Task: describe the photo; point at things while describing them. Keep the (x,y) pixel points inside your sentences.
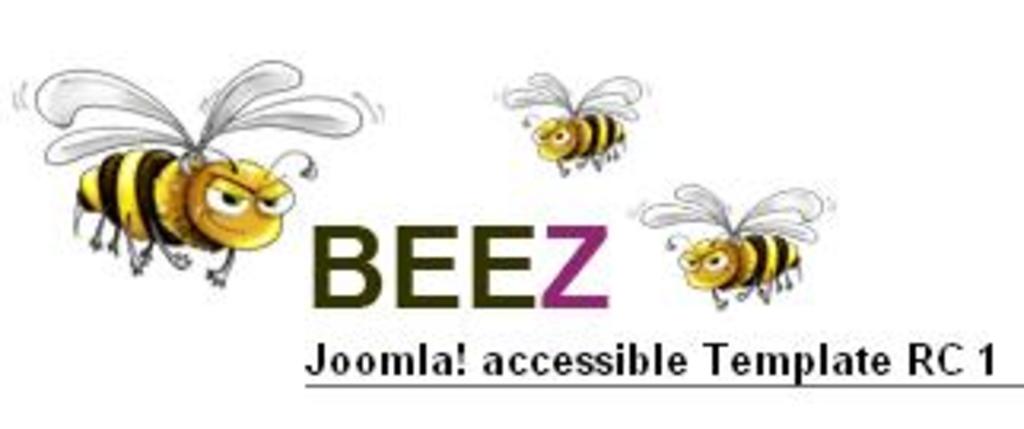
This is an animated image in which there are honey bees (208,232) and there is some text (519,258) written on it.
